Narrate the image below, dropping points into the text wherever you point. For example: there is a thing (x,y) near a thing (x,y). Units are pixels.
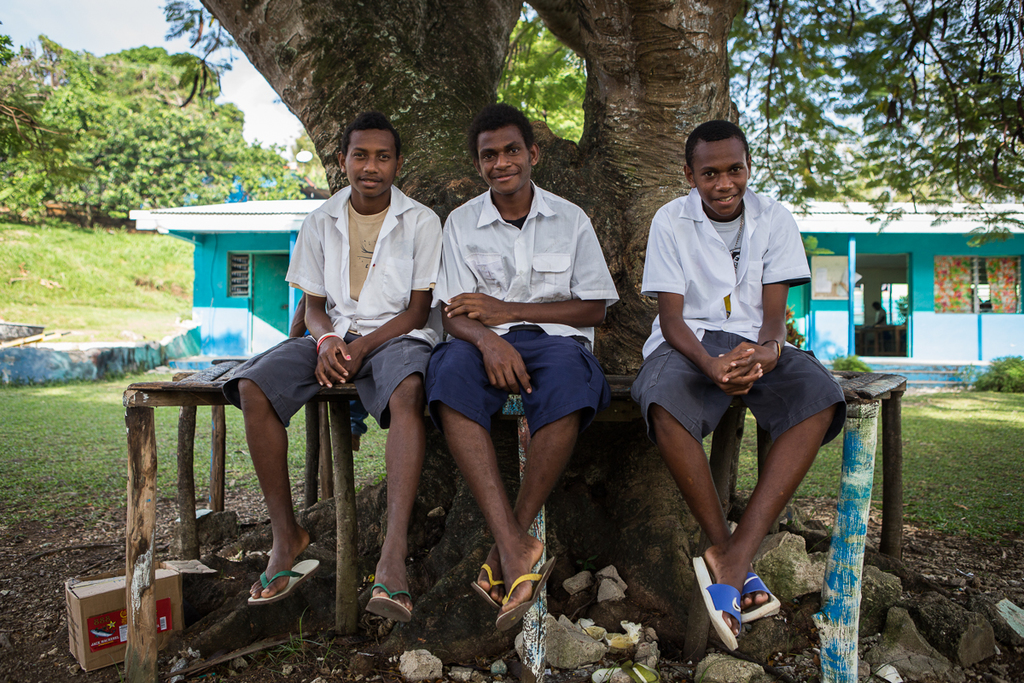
In the center of the image (472,395) there are three boys (466,378) sitting on the bench (346,444). In the background (424,83) there are trees (434,189), building (845,274) and the sky (120,42).
